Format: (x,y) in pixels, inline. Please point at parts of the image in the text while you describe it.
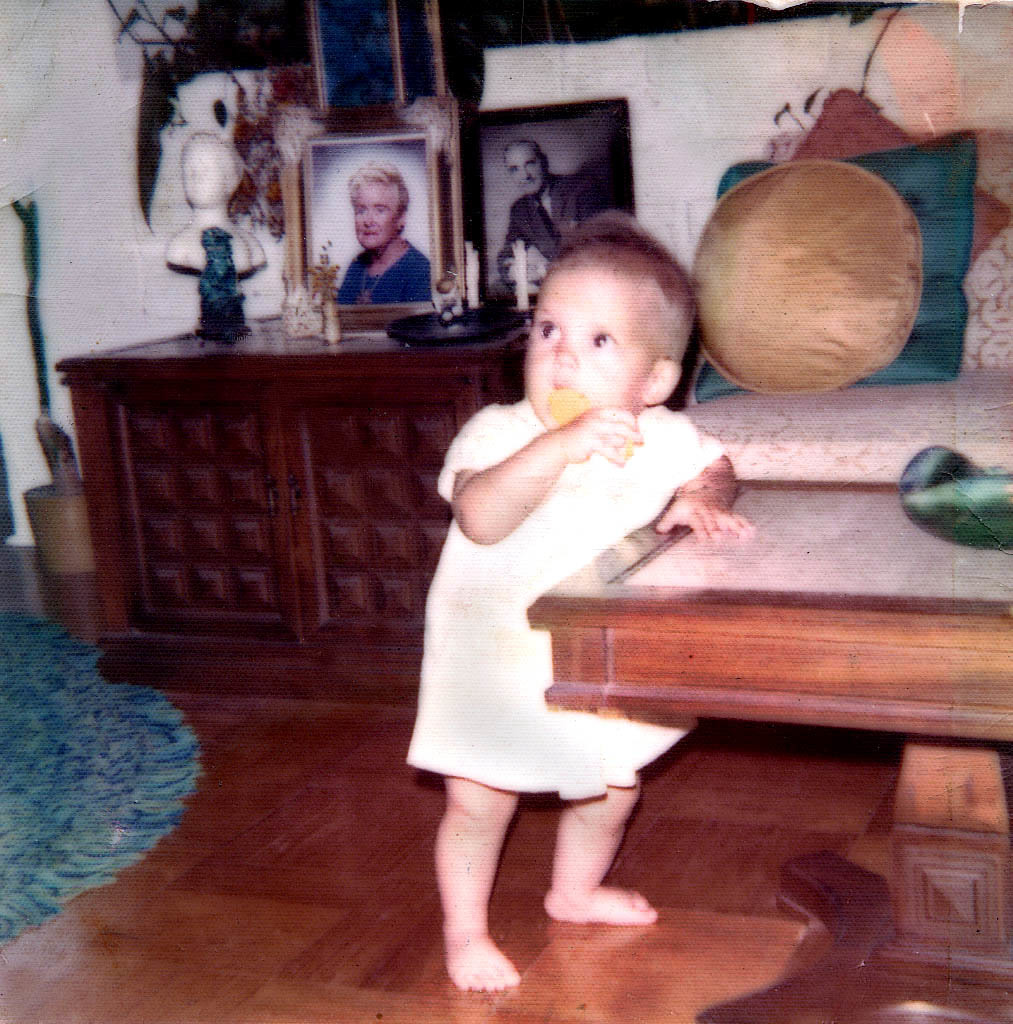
In this image I can see a child (580,290) is standing. In the background (760,358) I can see few frames (374,284) and few cushions (928,241) on a sofa (811,400).
